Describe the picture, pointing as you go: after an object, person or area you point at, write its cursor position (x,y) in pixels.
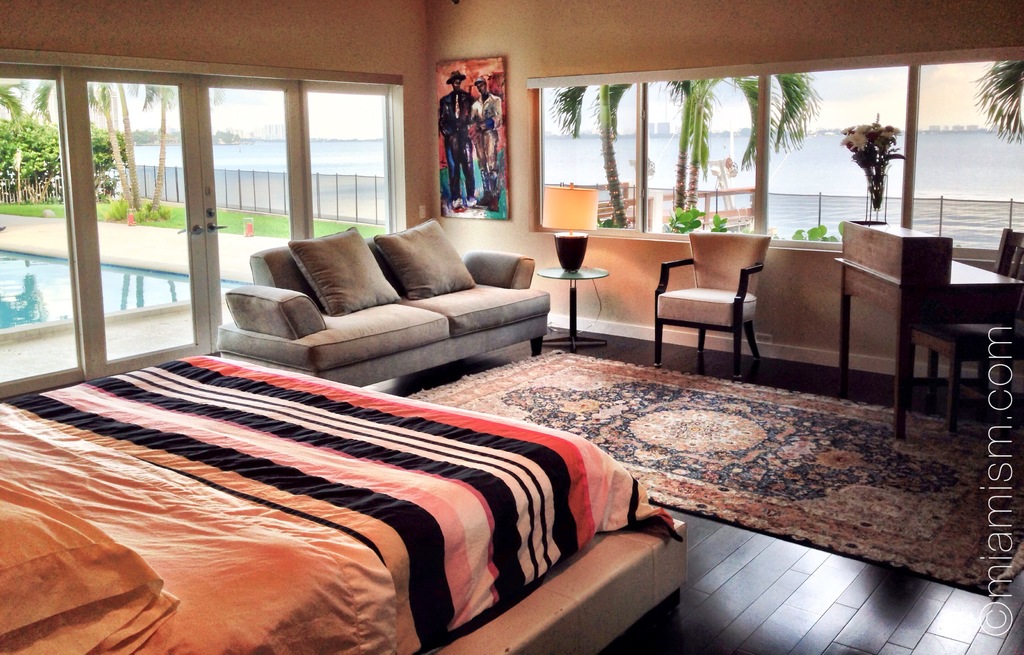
In this image, In the left side (269,578) there is a bed (167,599) which is covered by a white and red color cloth (235,522), In the background (379,304) there is a sofa (325,354) which is in ash color, There is a chair (672,296) which is in white color, There is a table (897,329) in right side (1008,297) in brown color, There are some glass windows (742,184), There are some green color trees (687,127) in the background (795,96).
